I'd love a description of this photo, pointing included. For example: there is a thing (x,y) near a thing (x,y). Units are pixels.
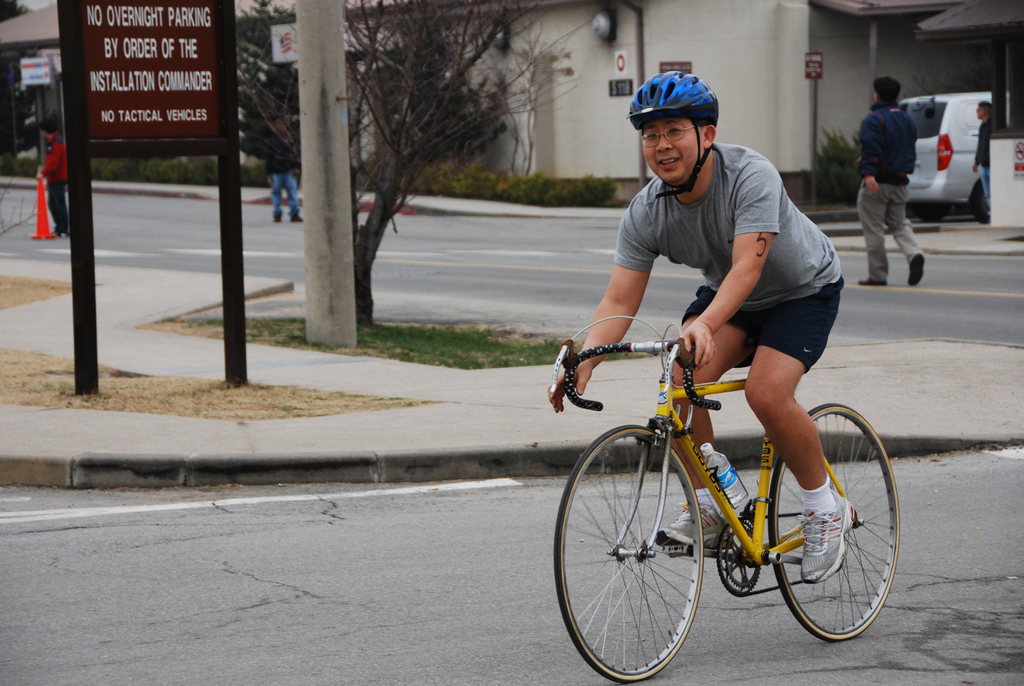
In this picture there is a man (801,466) riding a bicycle (778,489), He is wearing a grey shirt (711,235), black short (786,325) and blue helmet (701,112). Towards the left (85,283) there is a board (149,127) and some text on it. In the center (368,292) there is a tree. Towards the right top (869,206) there are two people (881,171) and a vehicle (965,118). In the background (647,28) there is a building (647,28).
